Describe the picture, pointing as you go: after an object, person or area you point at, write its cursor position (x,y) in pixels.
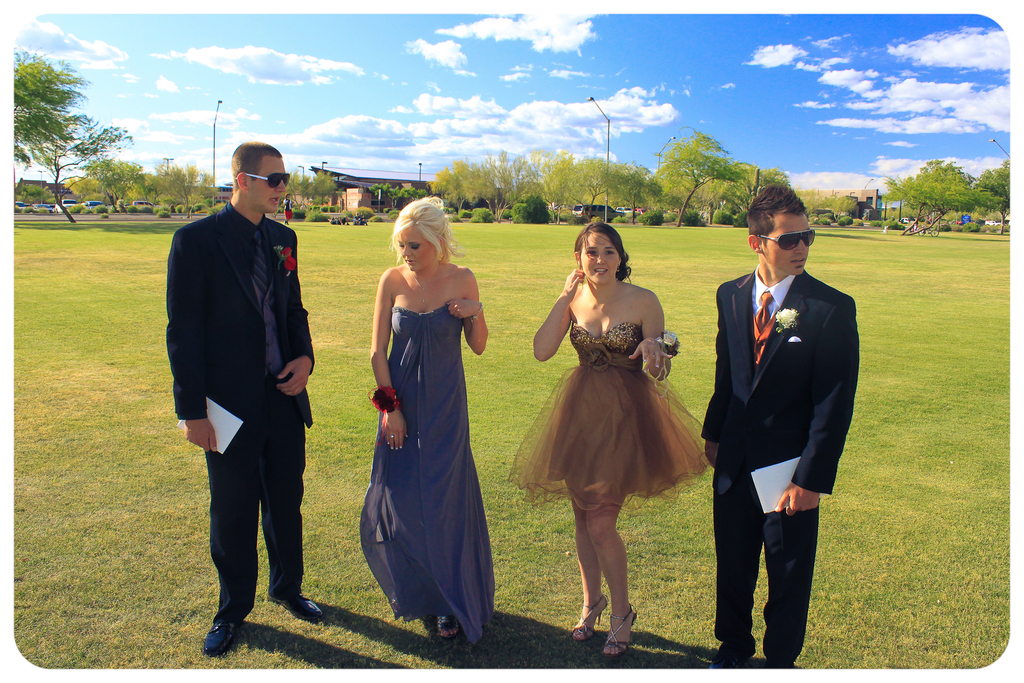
In the foreground of this image (538,457), there are four persons (718,449), where two men (742,406) in black suit (732,418) and two woman (564,400) in beautiful dress (465,410). In the background (539,252), there is a grass (501,243) and on top (128,53) we see trees (957,173), poles (215,130), buildings (364,181), sky (758,123) and the cloud (492,139).
